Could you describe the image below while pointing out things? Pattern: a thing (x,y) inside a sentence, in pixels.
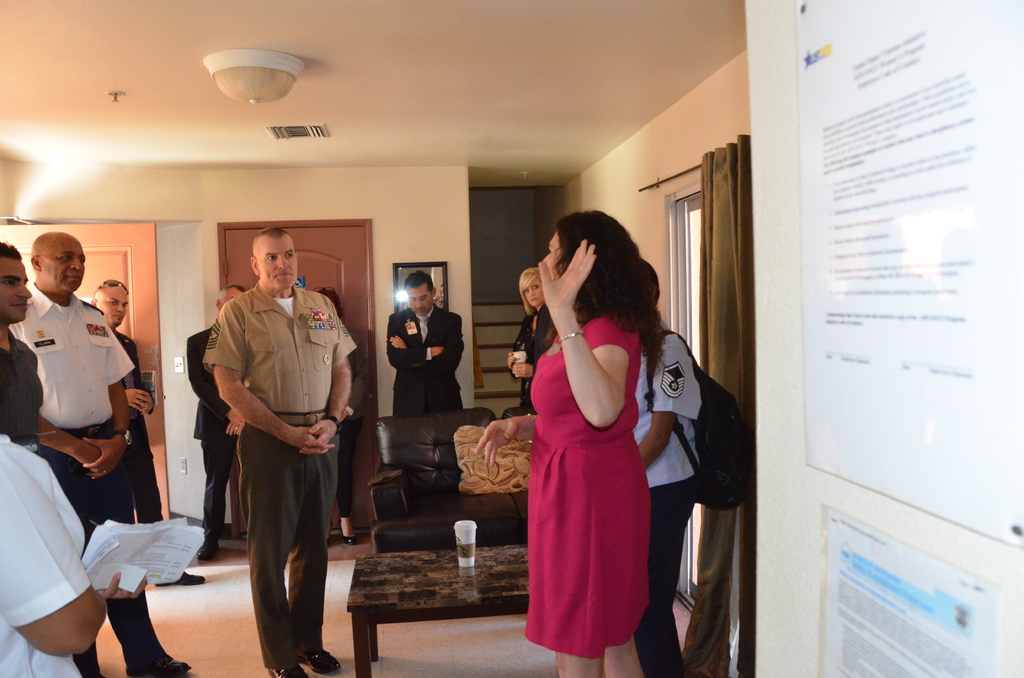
In this image I can see some people (350,426). I can see something on the table (427,589). I can see the sofa (407,463). In the background (244,250), I can see the doors (232,256) and a mirror (407,271).
